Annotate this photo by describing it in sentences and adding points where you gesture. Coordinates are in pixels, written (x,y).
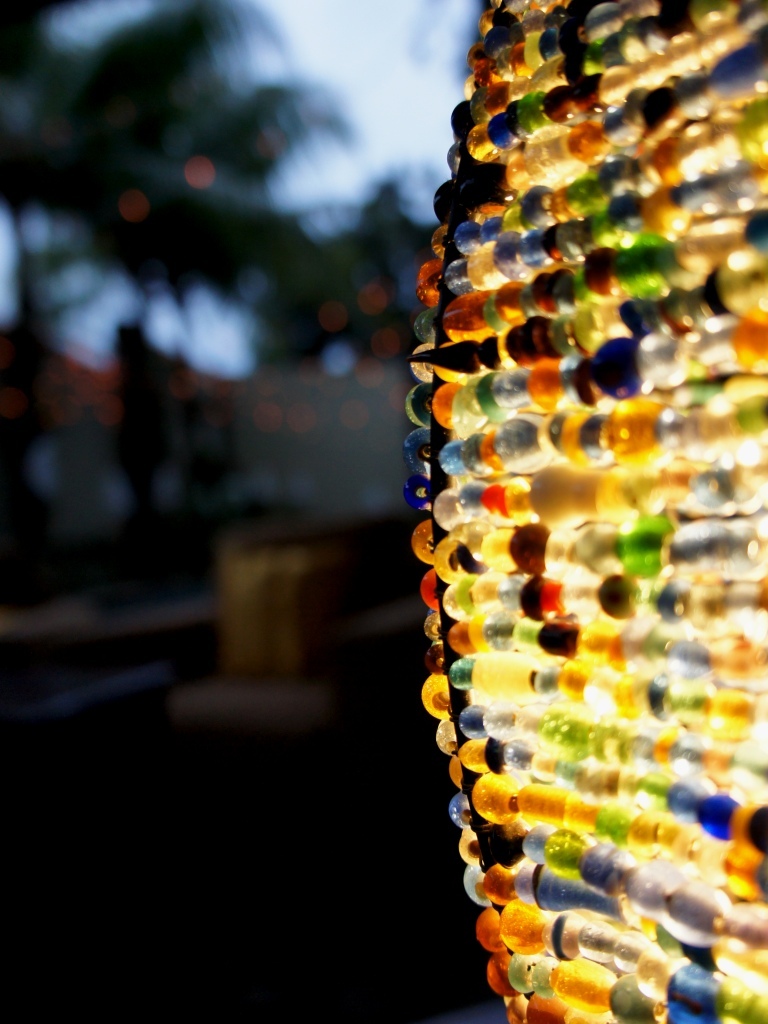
In this image we can see a decorative items (578,749). In the background (199,271) there is a trees (200,239) and sky (324,146).
